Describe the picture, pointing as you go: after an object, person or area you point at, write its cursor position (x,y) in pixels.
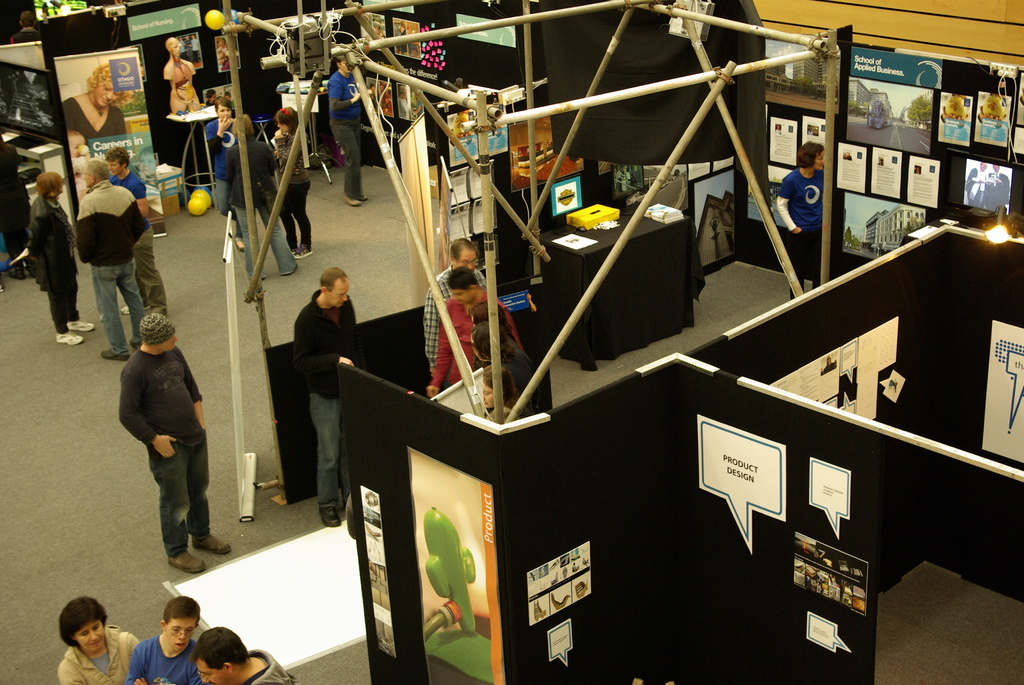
In this image there are people (236,179) standing on a floor (316,661) and there are stalls (602,461), on that there are some posters (109,116), in the middle (438,309) there are poles (349,52).
